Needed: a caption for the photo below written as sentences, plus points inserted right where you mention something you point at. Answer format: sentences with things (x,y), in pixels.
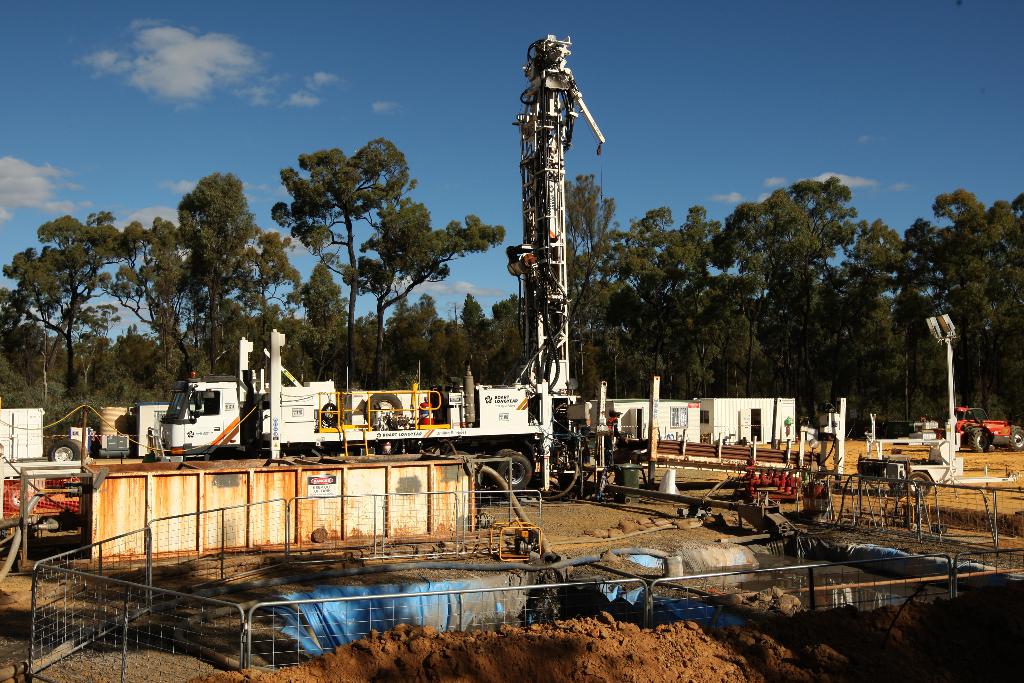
In the foreground (392,588) I can see fence (295,557), mud (590,638), metal rods (666,445), vehicles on the road (852,466) and some objects (804,470). In the background (818,358) I can see trees (657,304) and the sky (518,178). This image is taken, may be during a day.
